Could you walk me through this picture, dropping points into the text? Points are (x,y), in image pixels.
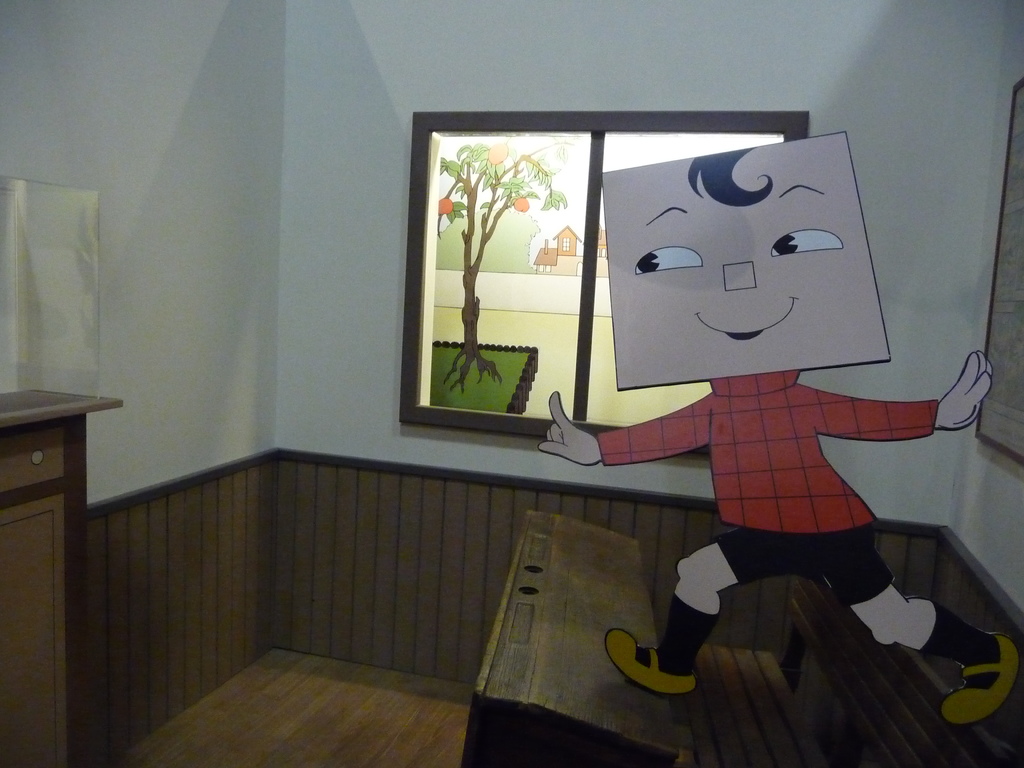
In this picture there is a window (417,209) in the center of the image (559,266) and there is a portrait (1023,153) on the right side of the image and there is a cartoon character (798,381) on the right side of the image (705,170).
